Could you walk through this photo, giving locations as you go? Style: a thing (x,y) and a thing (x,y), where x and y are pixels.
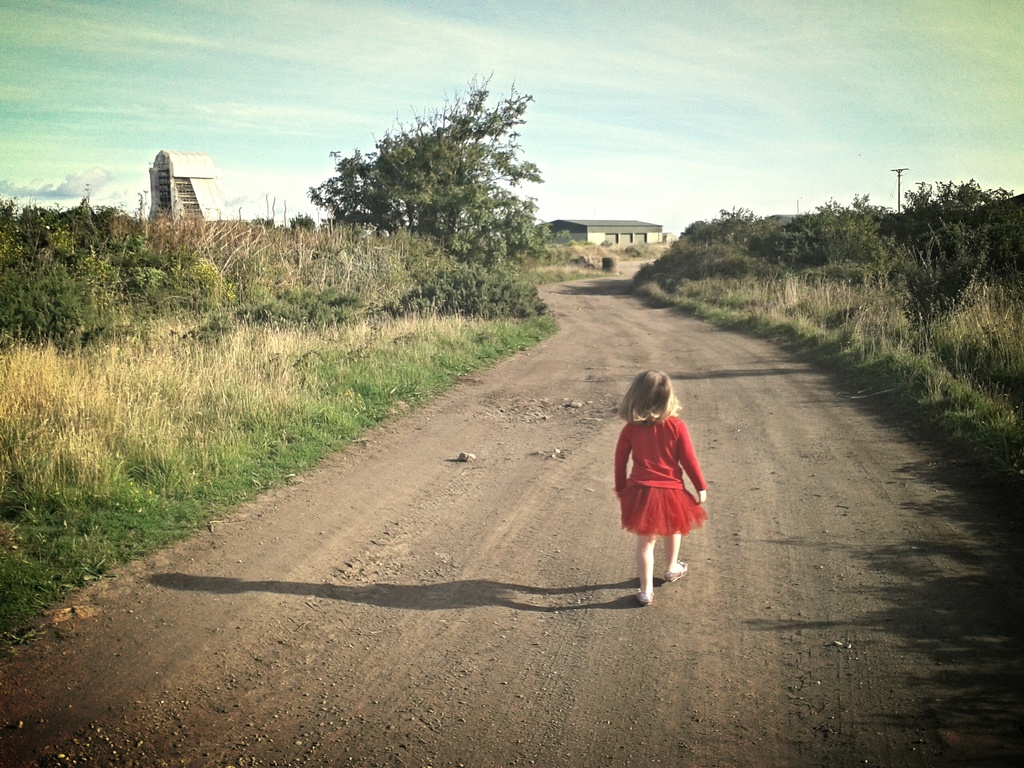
In the center of the image (573,343) there is a walkway (780,595) and we can see a girl (649,563) walking. She is wearing a red dress (662,499). In the background (327,379) there is grass (410,331), trees (543,240), sheds (640,236), pole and sky (643,105).
